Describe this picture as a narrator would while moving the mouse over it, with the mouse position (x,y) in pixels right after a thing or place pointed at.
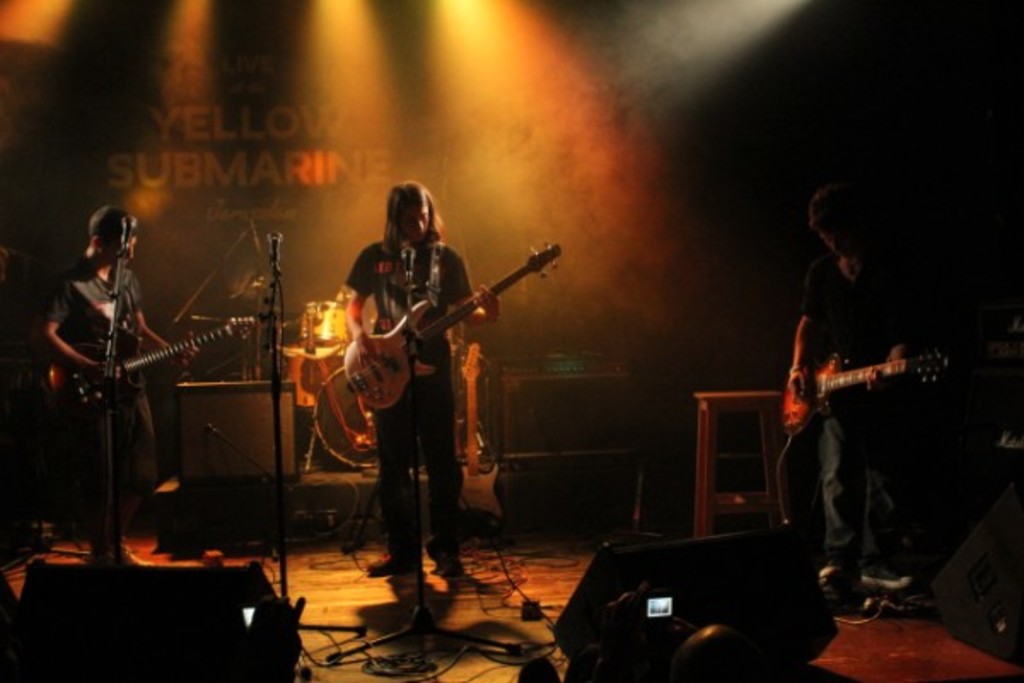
There are few people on the stage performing by playing musical instruments (169,349) behind them there is a banner (318,172) and lights (15,3).
